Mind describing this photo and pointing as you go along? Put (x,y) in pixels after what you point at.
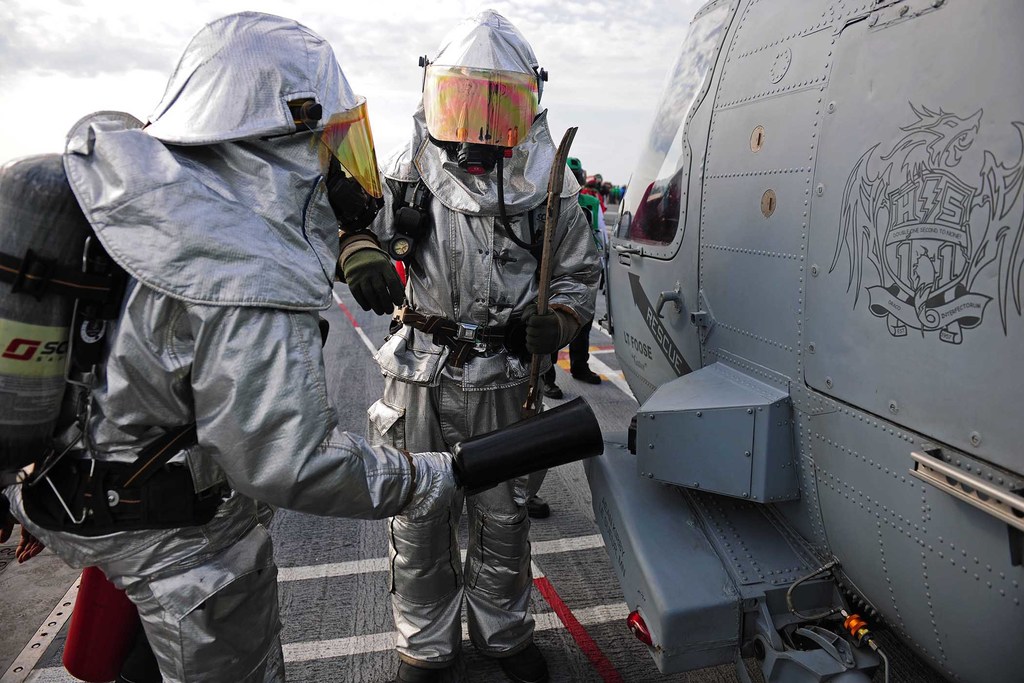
In this image I can see an aircraft (877,348) which is grey in color and two persons (509,292) wearing protection uniforms (494,292) are standing on the ground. In the background (602,216) I can see few persons (603,191) standing on the ground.
